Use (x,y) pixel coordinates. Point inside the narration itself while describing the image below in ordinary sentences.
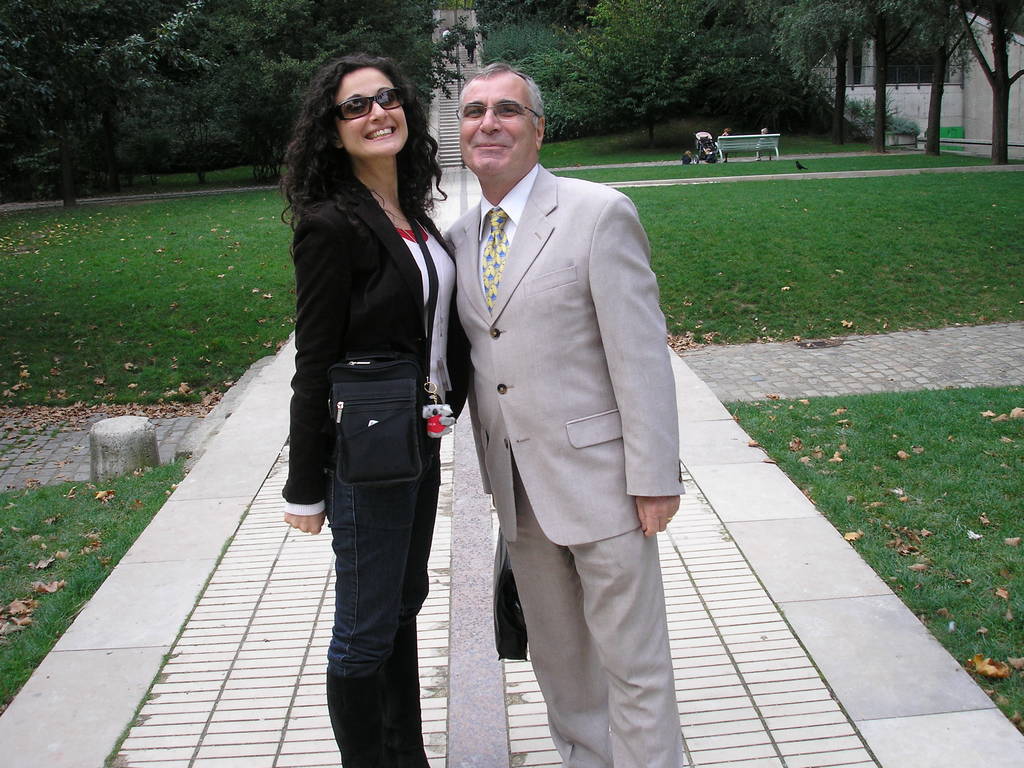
In this image we can see a man (542,436) and a woman (377,511) standing on the walking path (461,477) and smiling. In the background (885,494) there are shredded leaves (875,505) on the ground (828,509), people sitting on the bench (743,152), baby pram (705,148), buildings (893,96) and trees (300,35).
